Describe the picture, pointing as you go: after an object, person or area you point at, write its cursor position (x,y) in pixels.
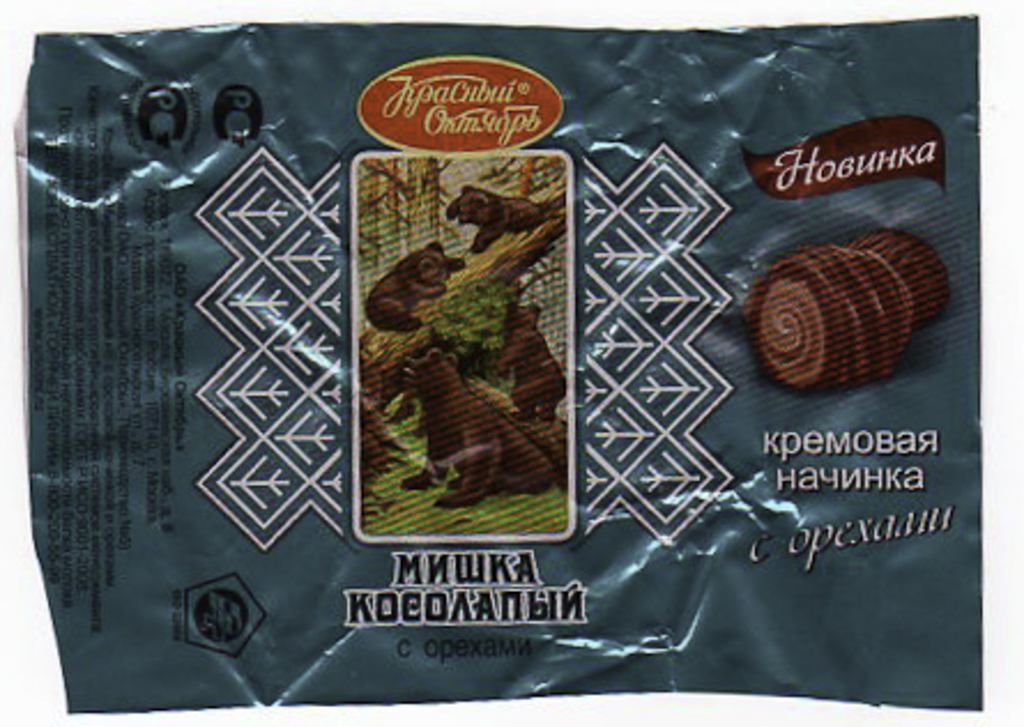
In this image we can see a cover (488,305), on that there are texts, and images (492,394) of animals (529,420).
